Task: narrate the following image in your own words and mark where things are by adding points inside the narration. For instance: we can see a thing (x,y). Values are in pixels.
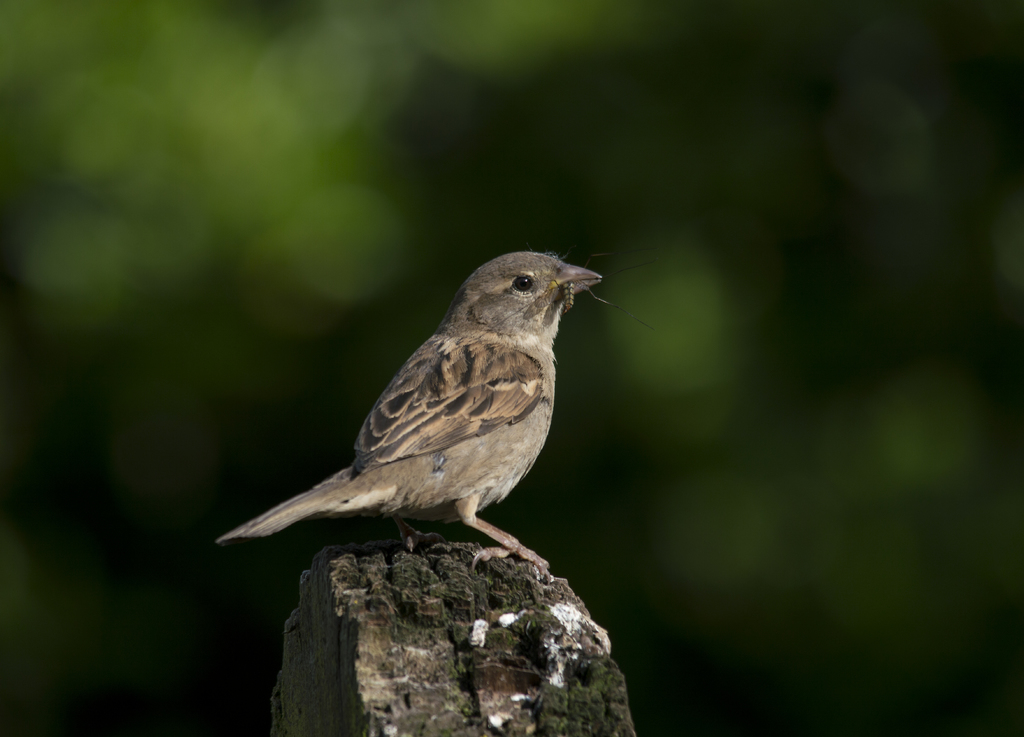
There is a sparrow (387,441) and the background (761,257) is blurred.
